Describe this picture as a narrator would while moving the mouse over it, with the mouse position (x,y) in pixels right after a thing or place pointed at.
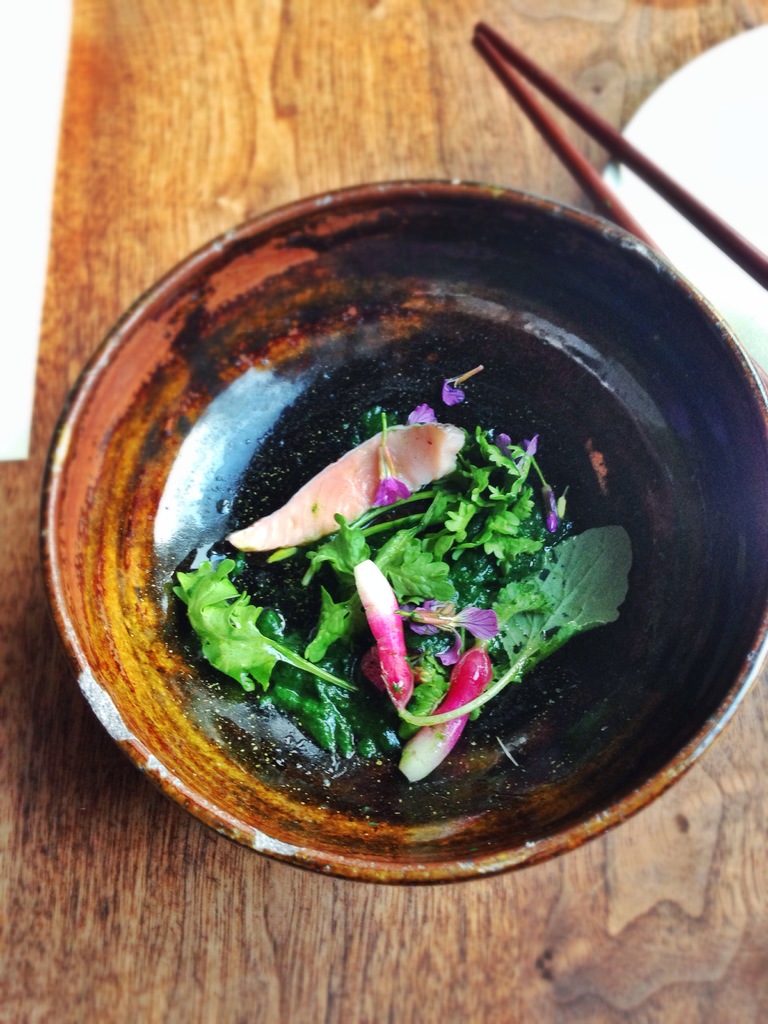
In this image I can see a bowl (692,416) and some leaves (423,579) in the bowl (304,572).
